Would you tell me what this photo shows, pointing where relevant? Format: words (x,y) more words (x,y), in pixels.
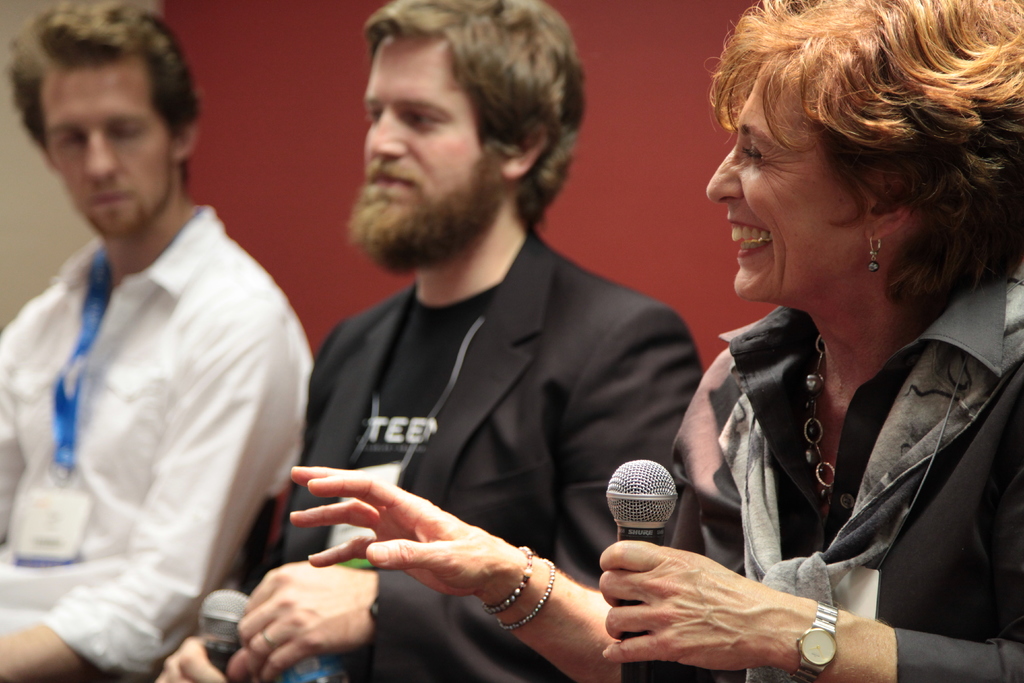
On the left side of an image (105,392) there is a man (225,309) who is wearing a white color shirt (229,296) along with the ID card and also there is a person (410,332) in the middle (433,341) who is wearing coat (469,368) the right side of an image (750,274) there is a woman (738,274). She is laughing and also holding the Microphone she wear a wrist watch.
